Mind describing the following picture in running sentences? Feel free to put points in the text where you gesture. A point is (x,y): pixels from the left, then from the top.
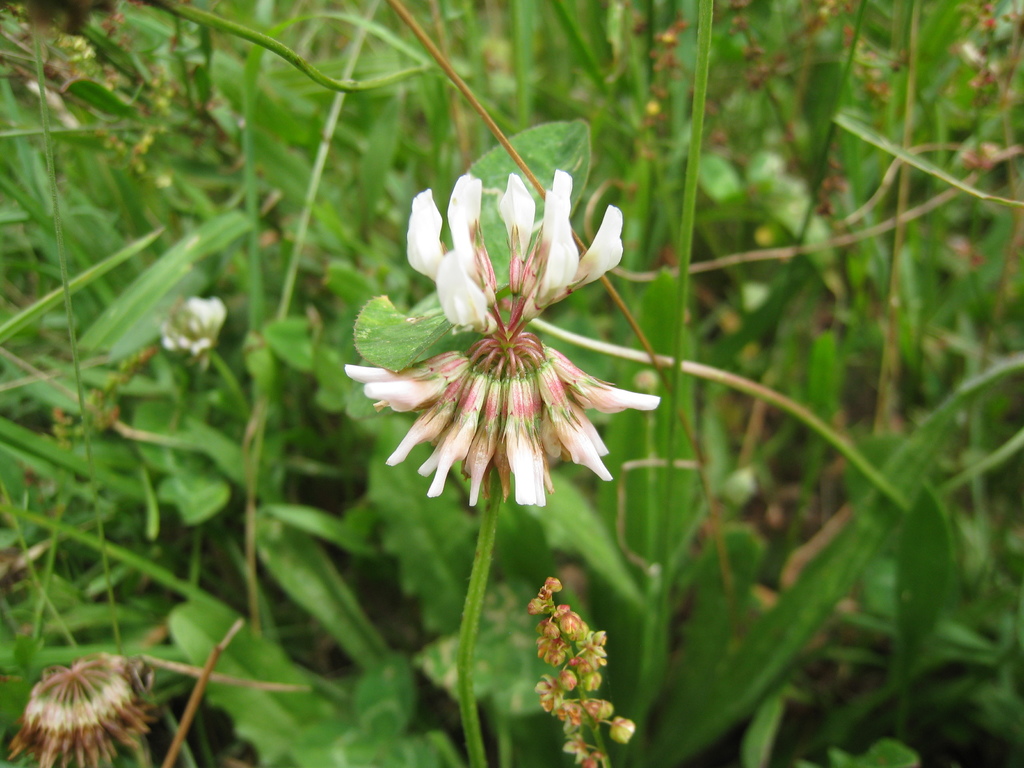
In this image we can see plants (474,481) with flowers (474,481) on the ground (813,673).
